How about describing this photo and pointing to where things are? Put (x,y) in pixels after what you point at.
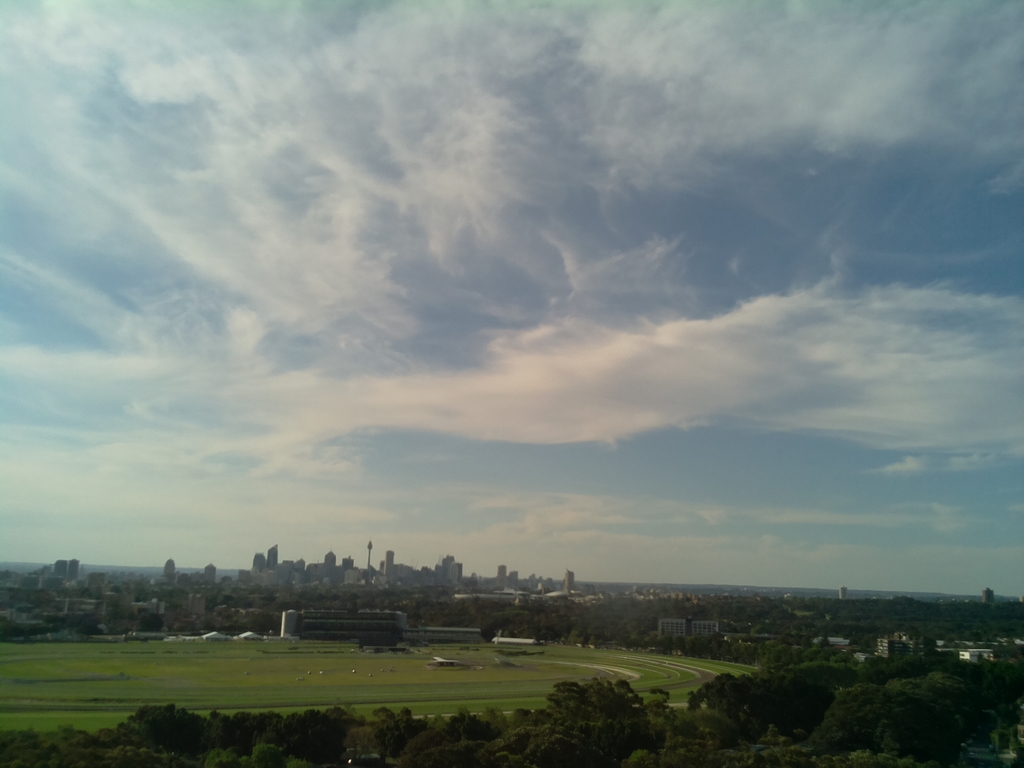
In this picture we can see some trees (785,693) here, in the background (331,563) there are some buildings (417,571), we can see grass (365,672) here, there is the sky (452,243) at the top of the picture (442,240).
